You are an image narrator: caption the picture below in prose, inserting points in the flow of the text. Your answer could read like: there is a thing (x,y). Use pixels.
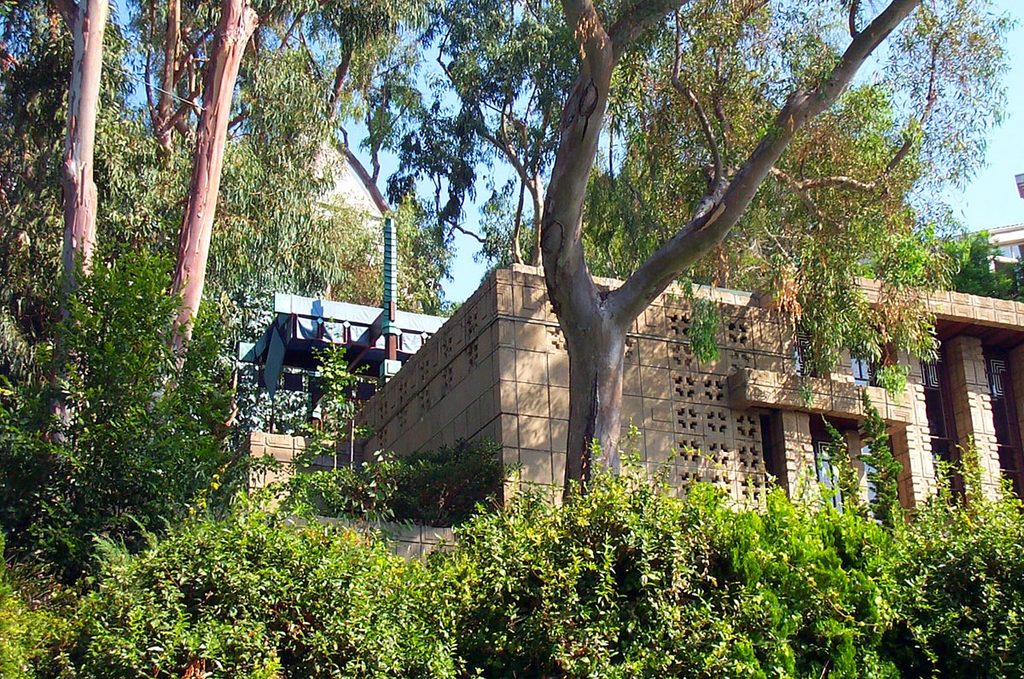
In this image we can see few trees (627,241), buildings (798,398) and the sky (980,176) in the background (482,266).
